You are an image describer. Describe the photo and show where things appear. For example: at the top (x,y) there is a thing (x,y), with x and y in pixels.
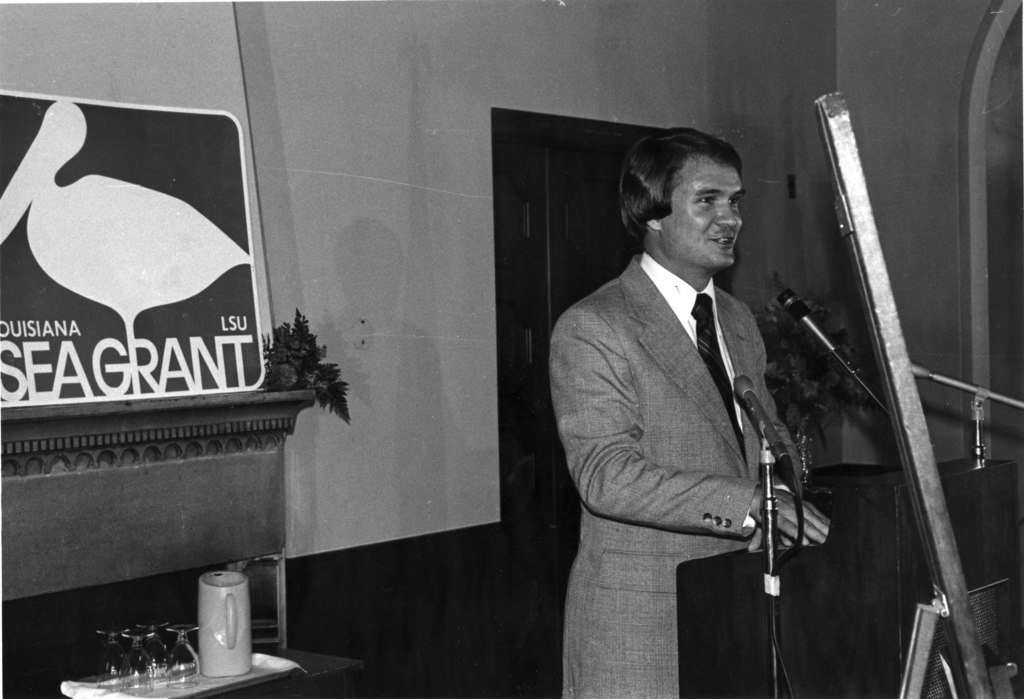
It is a black and white image, there is a person (724,447) standing in front of a table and speaking something through the mic (785,445), on the left side (232,575) there is another table (353,695) and there is a flask (199,631) and glasses (169,652) kept on the table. In the background (350,27) there is a wall (856,38) and there is a poster (250,309) in front of the wall (197,49), beside the poster (0,357) there is a small plant (294,373).
